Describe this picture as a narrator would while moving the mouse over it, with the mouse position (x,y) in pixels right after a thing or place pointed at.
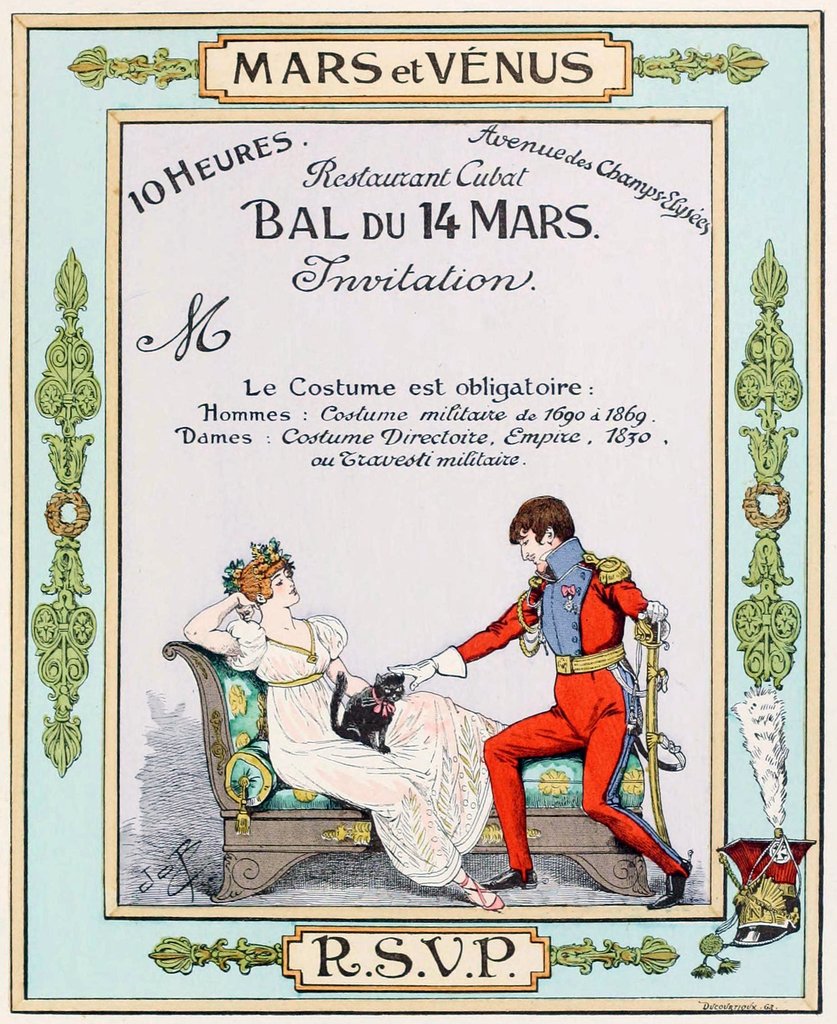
In this image I can see two persons (473,829). The person (587,683) at right (594,603) is wearing red and gray color dress (566,705) and the person (435,782) at left (278,750) is wearing white color dress (322,708) and I can also see the cat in black color and the couch (295,813) is in green color and I can see something written on the image.
